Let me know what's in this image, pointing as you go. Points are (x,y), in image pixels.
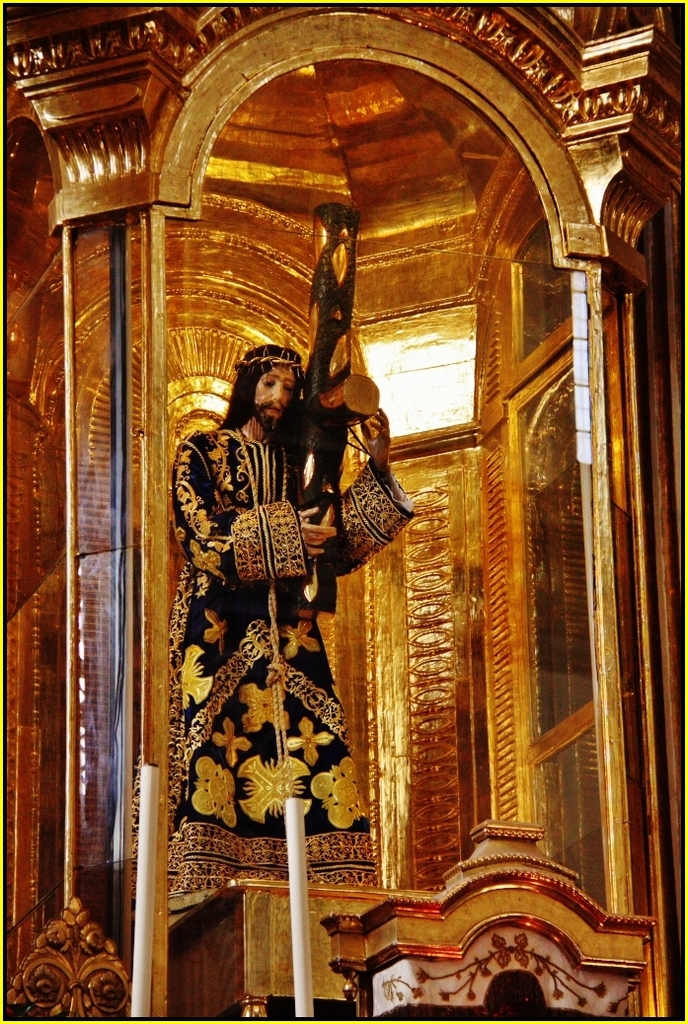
In this image I can see a sculpture (239,525) in the centre of this image (308,453). I can see this sculpture (313,611) is wearing black and golden colour dress (313,705). On the left side of this image (123,875) I can see a black colour pole (120,865) and in the front (145,774) I can see few white colour things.
